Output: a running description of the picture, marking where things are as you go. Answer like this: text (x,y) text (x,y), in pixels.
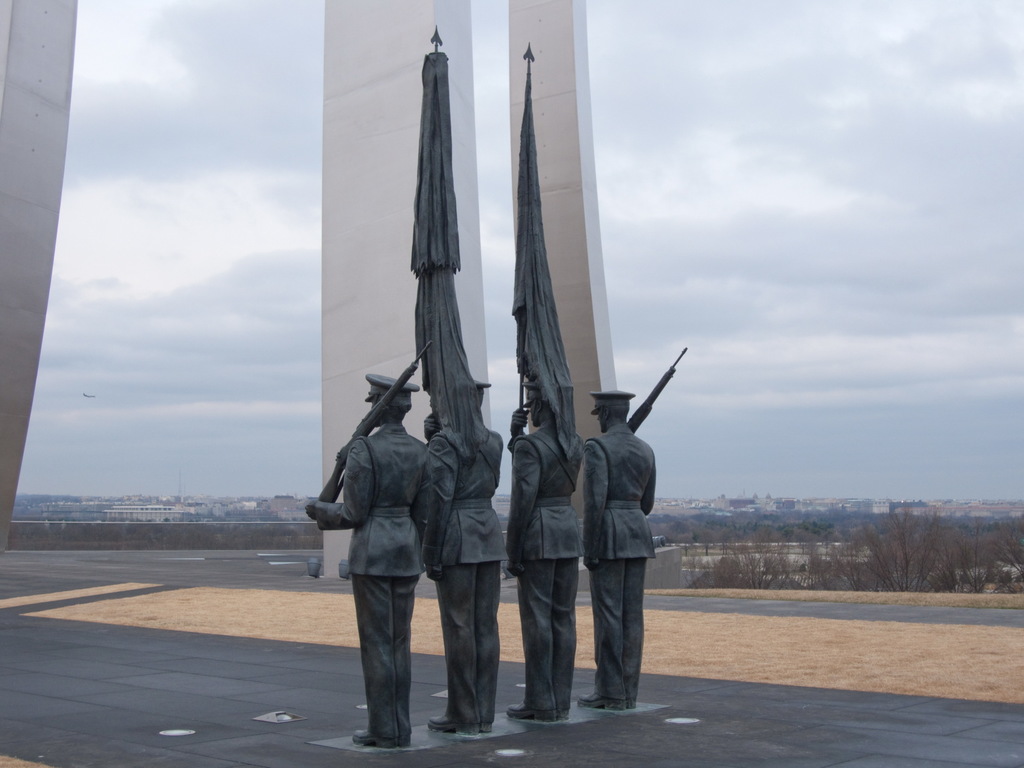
In the image we can see four sculptures (405,490) of people (424,502) standing, wearing clothes (499,570), shoes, hat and two of them are holding a rifle (351,444) and the other two are holding flags (451,207) in hands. Here we can see trees (891,553), buildings (146,504) and the cloudy sky (157,334). Here we can see the floor (219,665) and pillars (467,264).
